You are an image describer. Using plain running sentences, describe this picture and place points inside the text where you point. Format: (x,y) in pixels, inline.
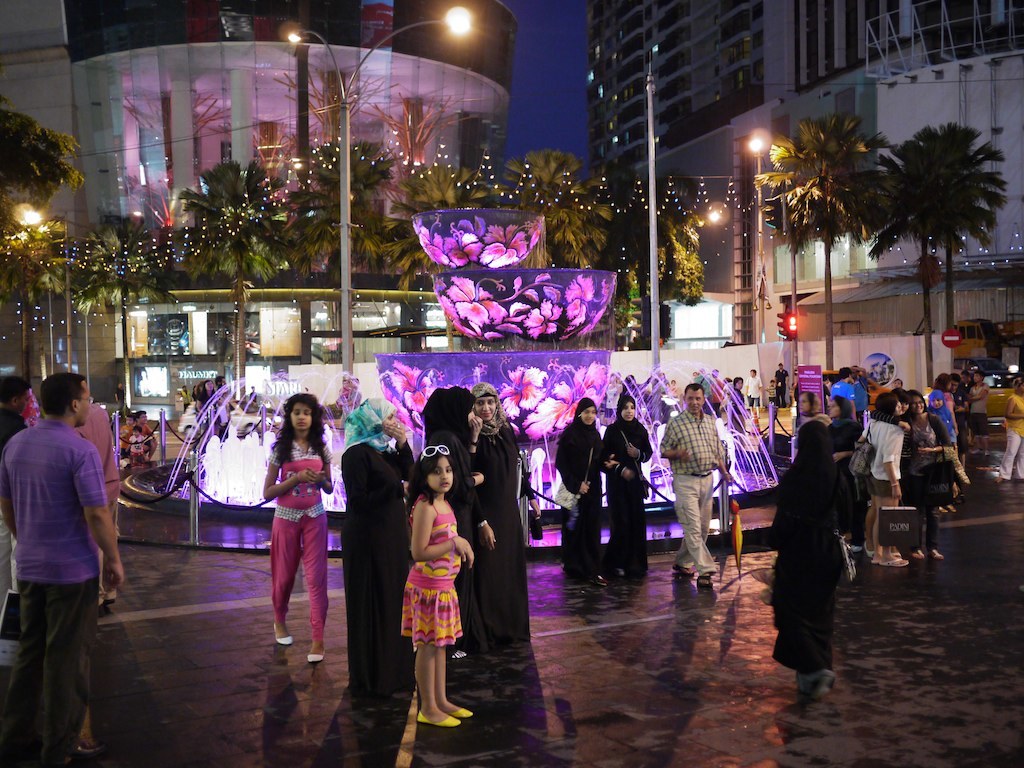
This is an image clicked in the dark. Here I can see many people (676,491) standing on the road (717,660). At the back of these people (635,461) there is a fountain (521,312). In the background (474,195), I can see few poles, trees (221,200) and buildings (243,119).
